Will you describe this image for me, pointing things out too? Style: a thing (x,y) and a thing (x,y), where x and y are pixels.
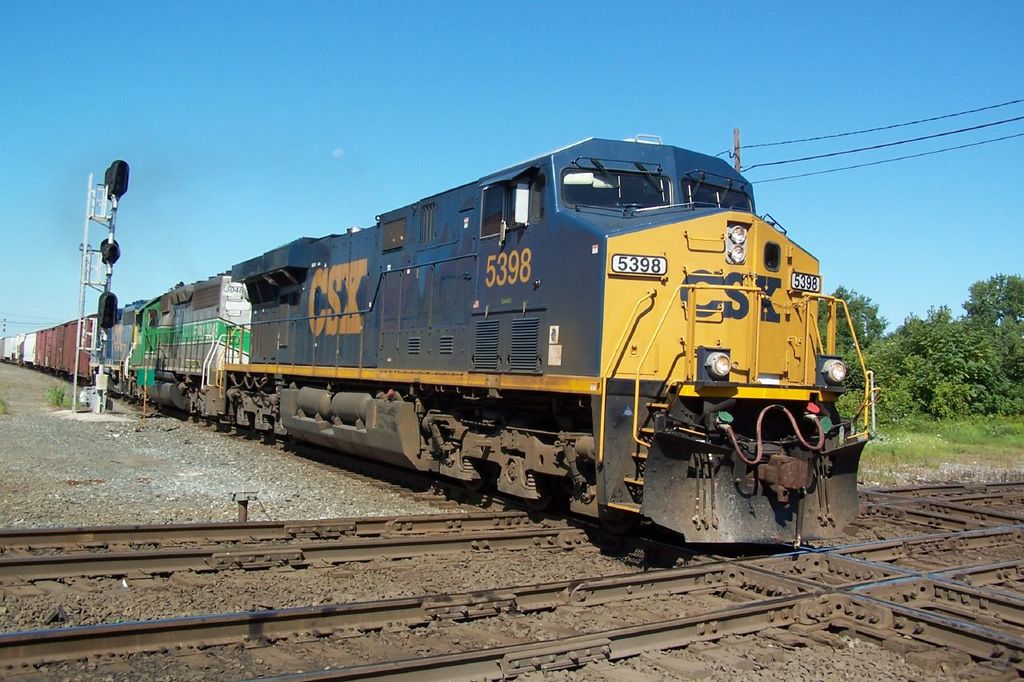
In this image we can see a train (509,395) on the track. We can also see some trees (850,396), a pole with wires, stones (255,483), grass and the sky (20,213) which looks clear.
